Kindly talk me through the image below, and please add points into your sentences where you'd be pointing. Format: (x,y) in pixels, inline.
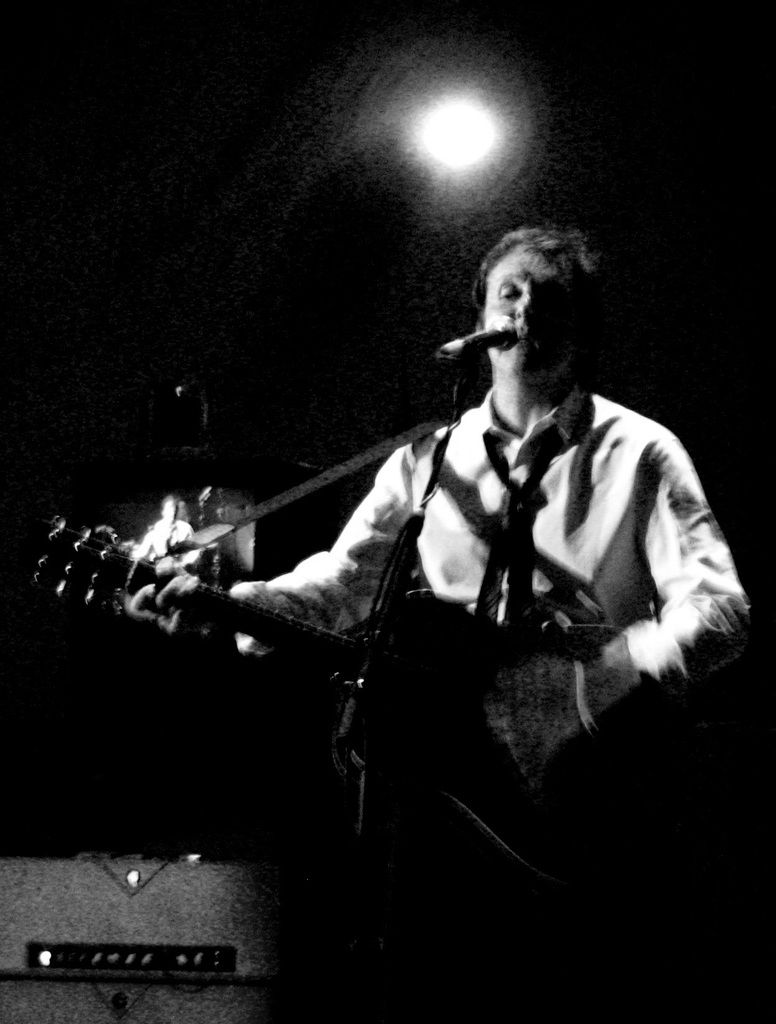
There is a person (510,589) playing a guitar (519,704) in front of a microphone (458,356). He is singing. Behind him there is a light (470,137).
